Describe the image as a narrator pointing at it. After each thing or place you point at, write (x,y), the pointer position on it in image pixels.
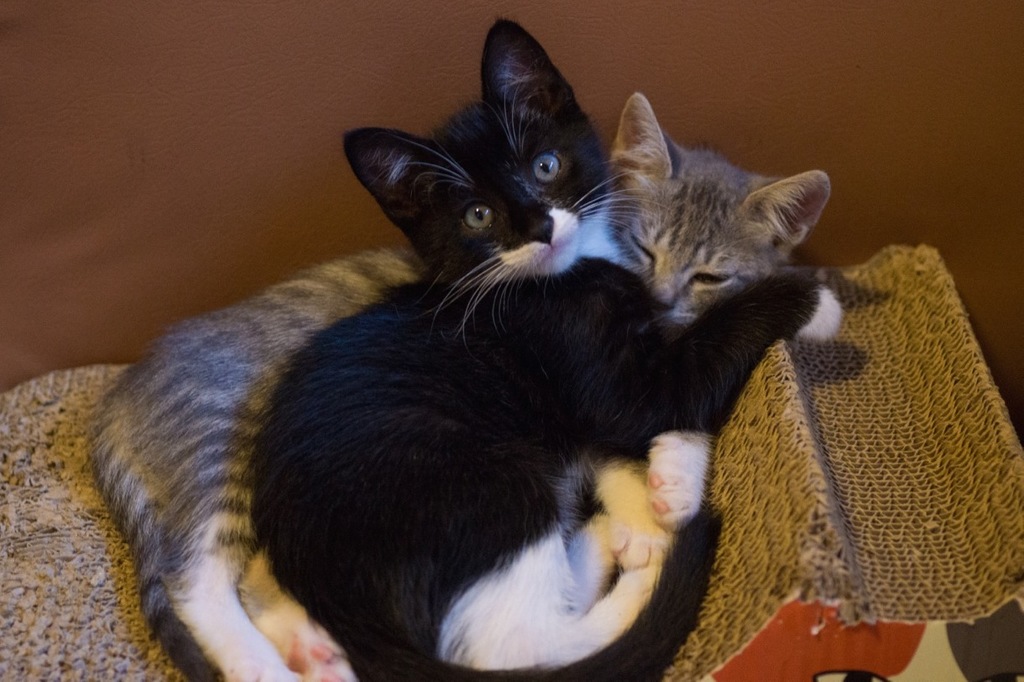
In this image in the middle (618,335), there are two cats (600,354) lying on the cardboard scratcher (739,535). In the background (839,62) there is wall (875,141).
